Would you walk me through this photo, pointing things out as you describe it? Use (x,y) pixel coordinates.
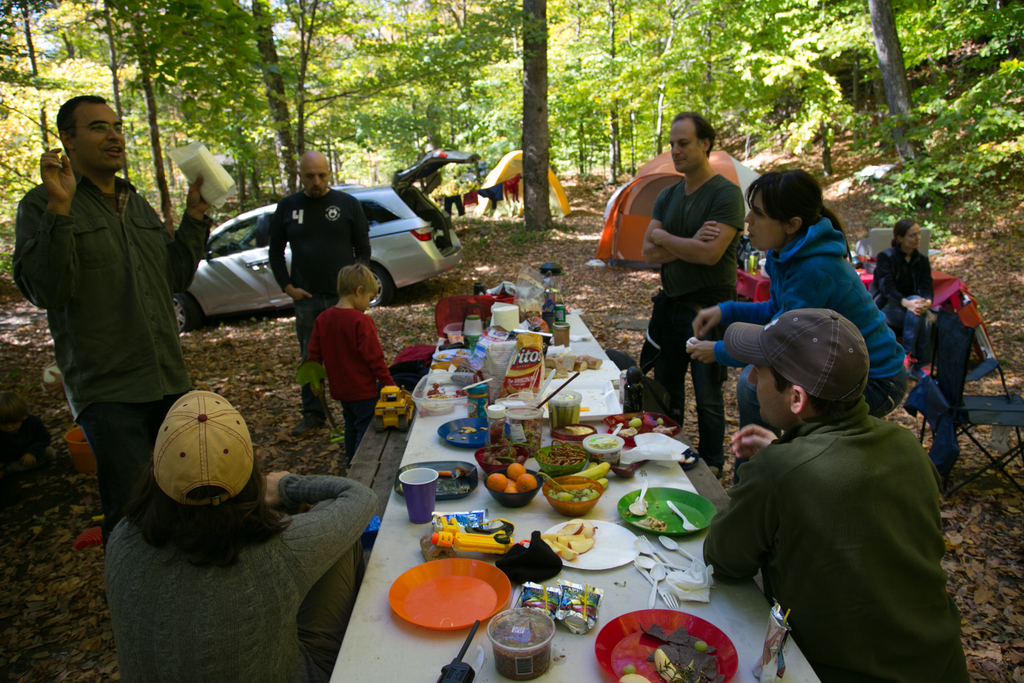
This picture is clicked in a forest (982,210). In front of the picture, we see a table (566,635) on which plate (446,603), box (509,644), glass (431,500), plastic covers (529,359), bowl (591,506), spoon (636,510), fruits (513,492) and some eatables (531,376) are placed on it. We see many people (335,214) in this picture. The man (928,487) in green t-shirt (838,463) wearing brown cap (806,365) is sitting on a chair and on background (407,261), we see a car (405,240) and orange and white tent (608,204). Behind that, we see many trees (475,76) and also yellow tent (508,158).
